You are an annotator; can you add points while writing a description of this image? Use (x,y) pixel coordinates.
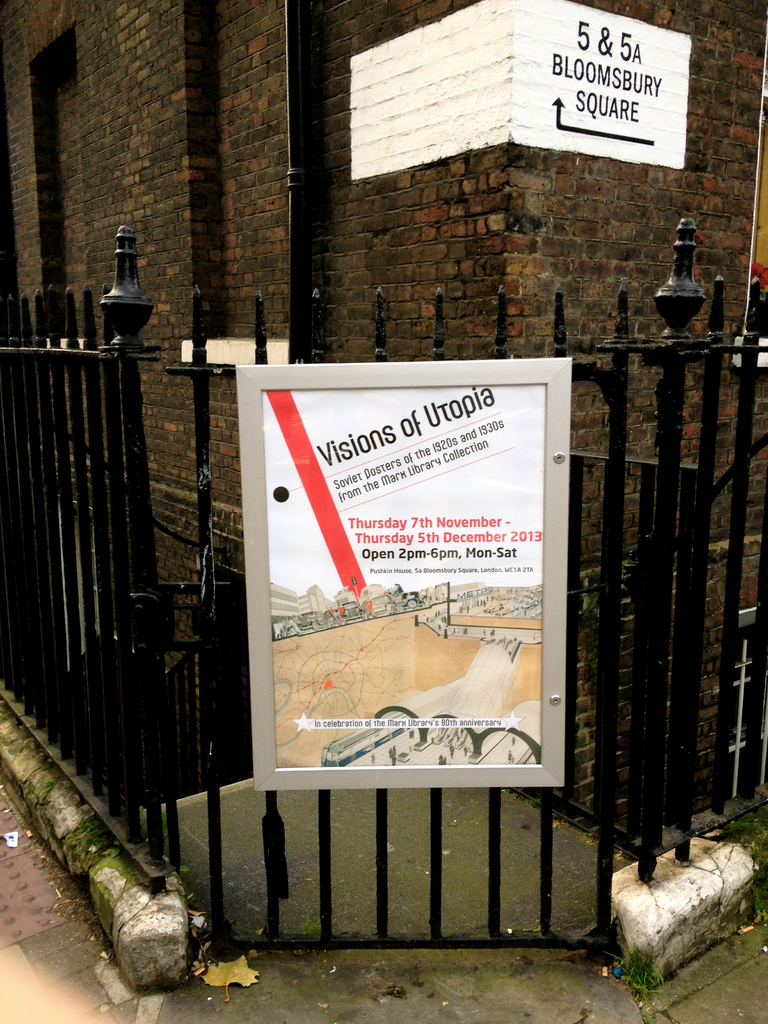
This image is taken outdoors. At the bottom of the image (270,971) there is a floor (522,979). In the background (297,268) there is a building (317,229) with walls (442,199) and there is a text (571,111) on the wall (613,226). In the middle of the image (333,669) there is a railing (147,566) and there is a board (423,575) with a text (474,527) on it.
